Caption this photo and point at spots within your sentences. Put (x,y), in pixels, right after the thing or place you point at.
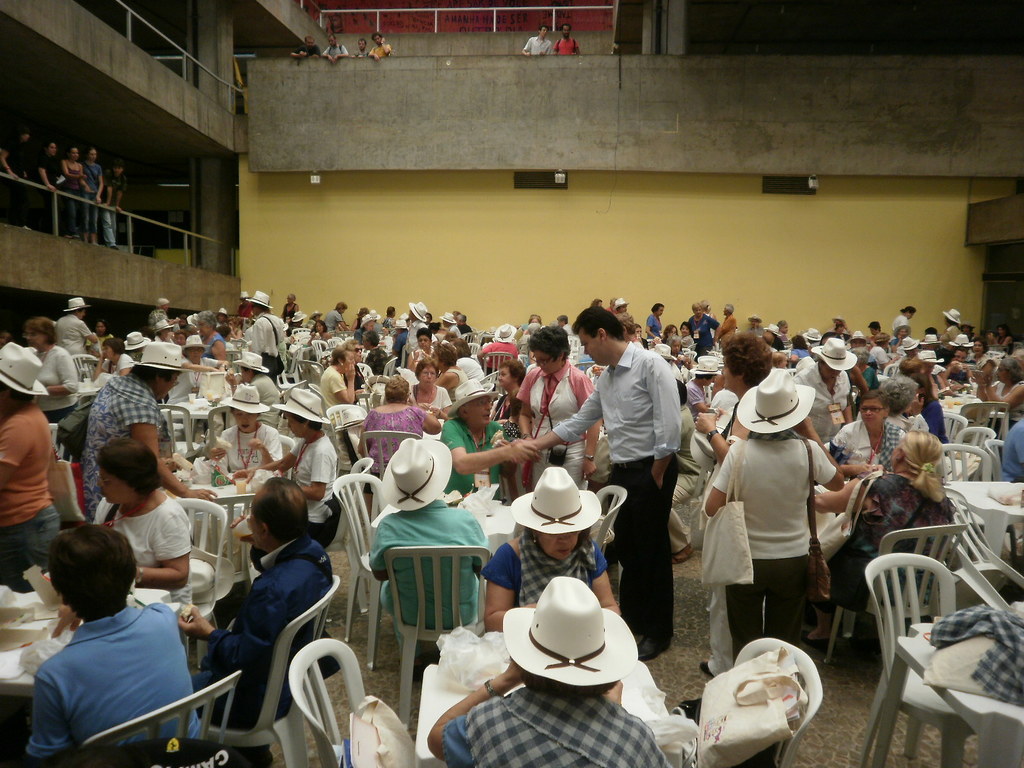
In this picture there are many people (148,528) sitting in the chairs (216,540) in front their respective tables (501,511) and eating the food (2,644) which is on the table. Some of them wear hats (22,358). Some of them were standing. In the background (590,212), there is a wall (267,205) and some people (112,184) standing and watching them.
